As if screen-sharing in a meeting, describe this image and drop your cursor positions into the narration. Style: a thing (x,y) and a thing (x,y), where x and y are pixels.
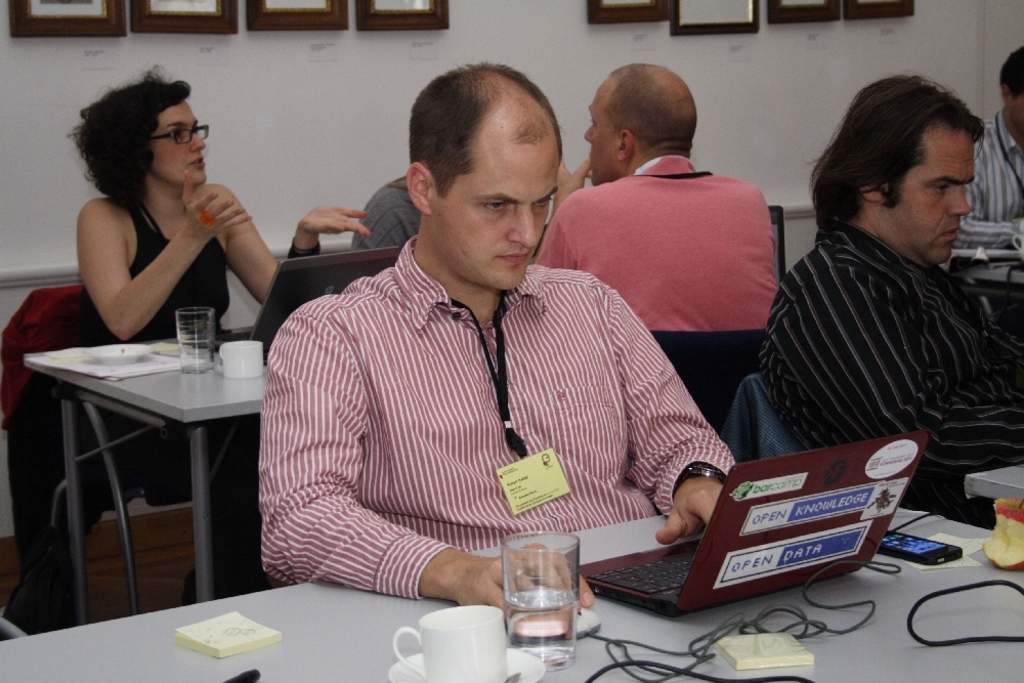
In this picture we can see a group of people (684,267) in front (387,338) person (533,334) sitting on chair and typing on laptop (701,551) and here we can see table (279,666) and on table (932,530) we have cups (476,653), saucer (516,671), glass (544,632) full of water (569,641), mobile (920,543) and beside also we have persons (171,148) looking and in background (507,28) we can see wall (550,22) with frames (124,26).
